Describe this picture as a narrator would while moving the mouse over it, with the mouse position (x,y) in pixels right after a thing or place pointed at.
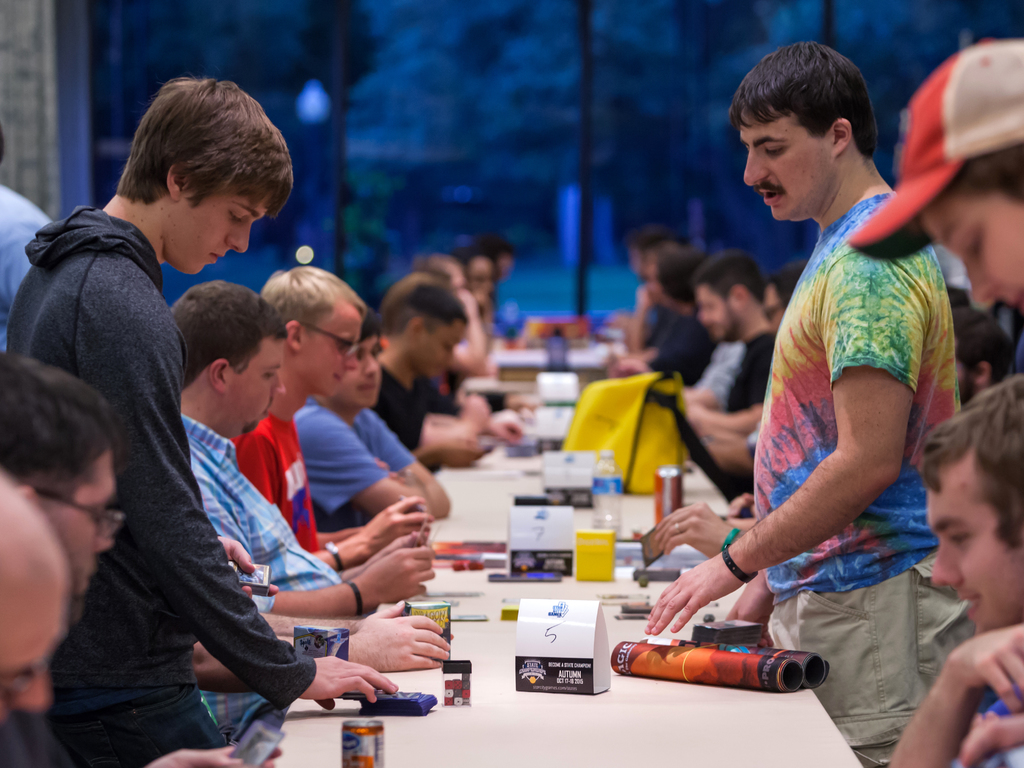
In the picture we can find some people (693,278) are sitting near to the table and some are standing near to the table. And on the table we can find somethings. In the background (372,242) we can find a window (467,93).
